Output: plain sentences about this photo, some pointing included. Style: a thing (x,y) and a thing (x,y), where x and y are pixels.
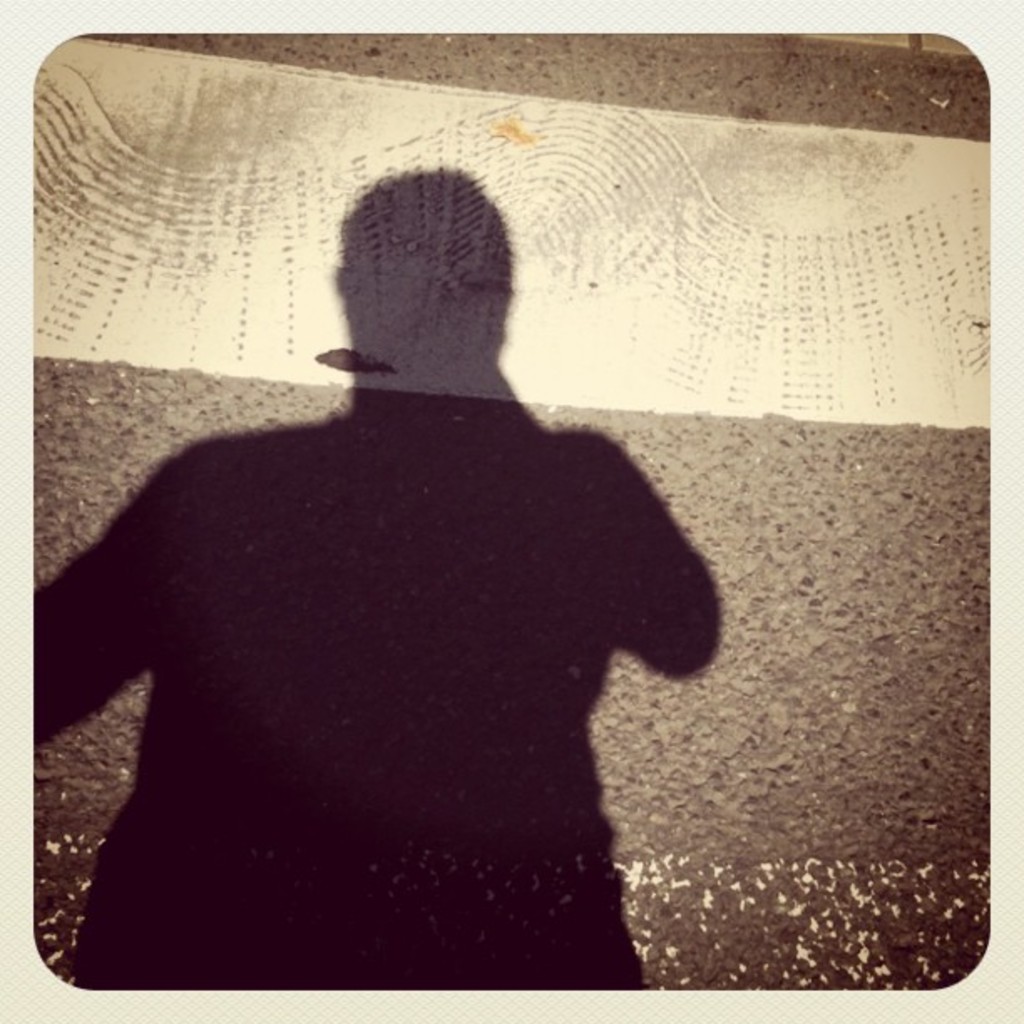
On the left side of the image (296,665) we can see a person shadow (399,674) is present. In the background of the image (140,310) road (797,501) is there.
